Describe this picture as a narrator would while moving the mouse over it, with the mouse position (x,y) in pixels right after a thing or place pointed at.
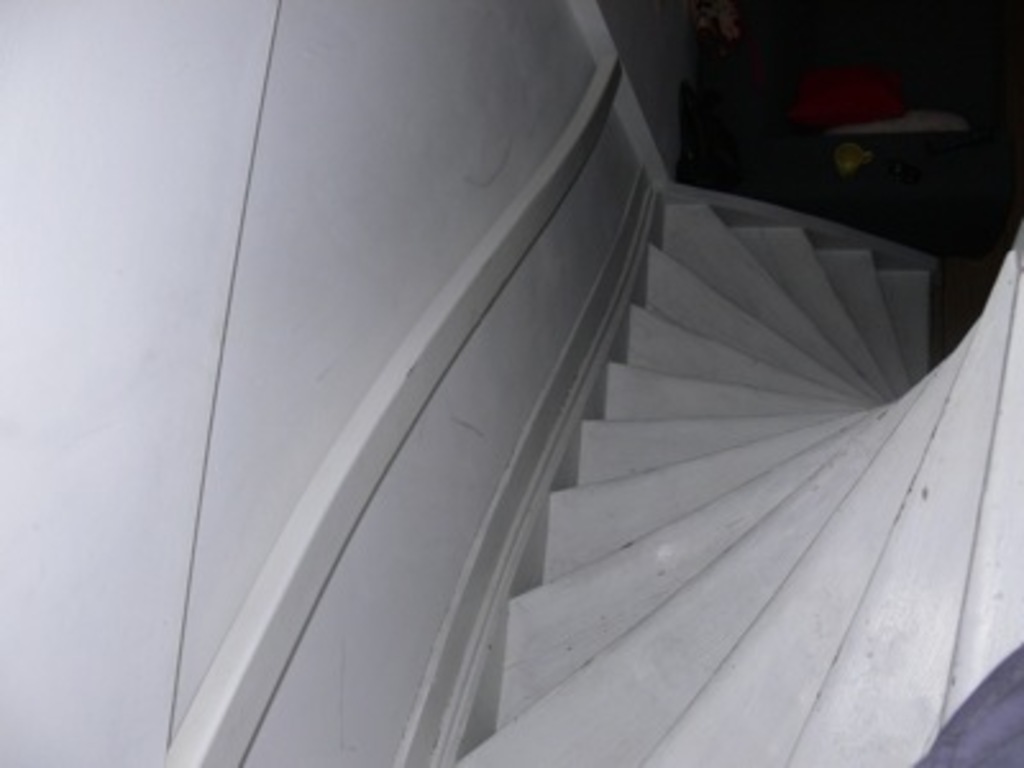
In this image we can see the stairs (843,564), wall (195,352), bag (722,161), cup (843,155), red color cushion (845,98) and some other objects (931,124). We can also see the floor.
